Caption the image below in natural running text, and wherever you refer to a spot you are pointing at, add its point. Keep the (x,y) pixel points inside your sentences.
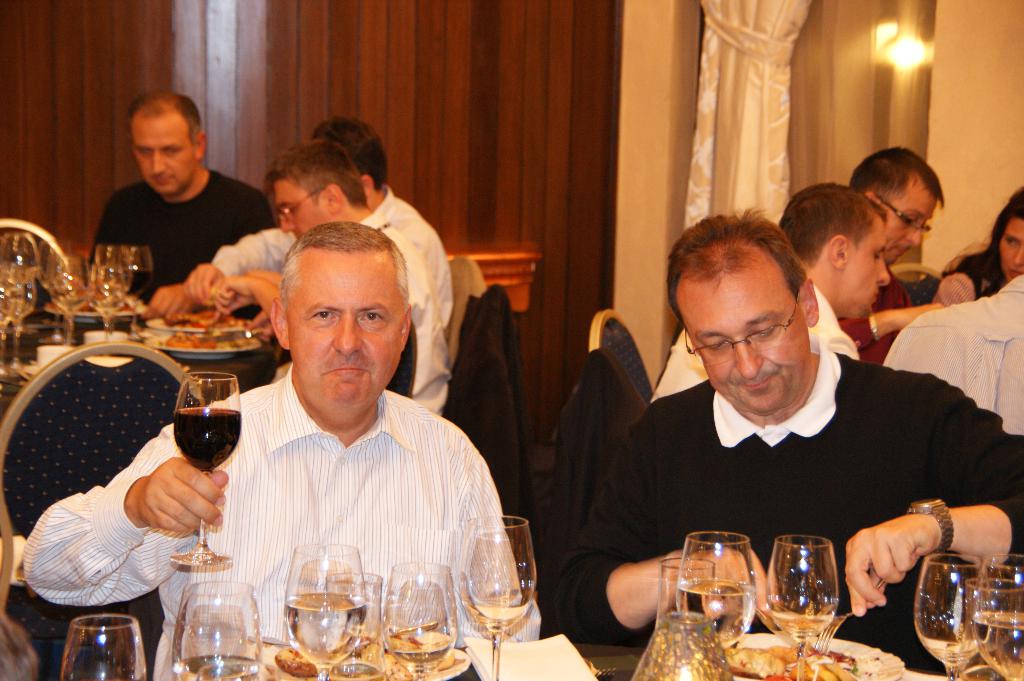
To the left side of the image (99,489) there is a person (295,520) holding a wine glass (195,407) in his hand (130,500). To the right side of the image (697,518) there is a person (872,531) wearing a black color sweater (879,428). In front of them there is a table (858,647) on which there are glasses (495,643) and other food items (817,663) in plate (843,647). In the background of the image (151,160) there are people (378,182) sitting on chairs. There are glasses (134,280) and other objects (223,348) on the table (206,330). There is a wooden wall (219,30). To the right side of the image (751,22) there is a white color curtain (723,141) and a wall (939,68).
